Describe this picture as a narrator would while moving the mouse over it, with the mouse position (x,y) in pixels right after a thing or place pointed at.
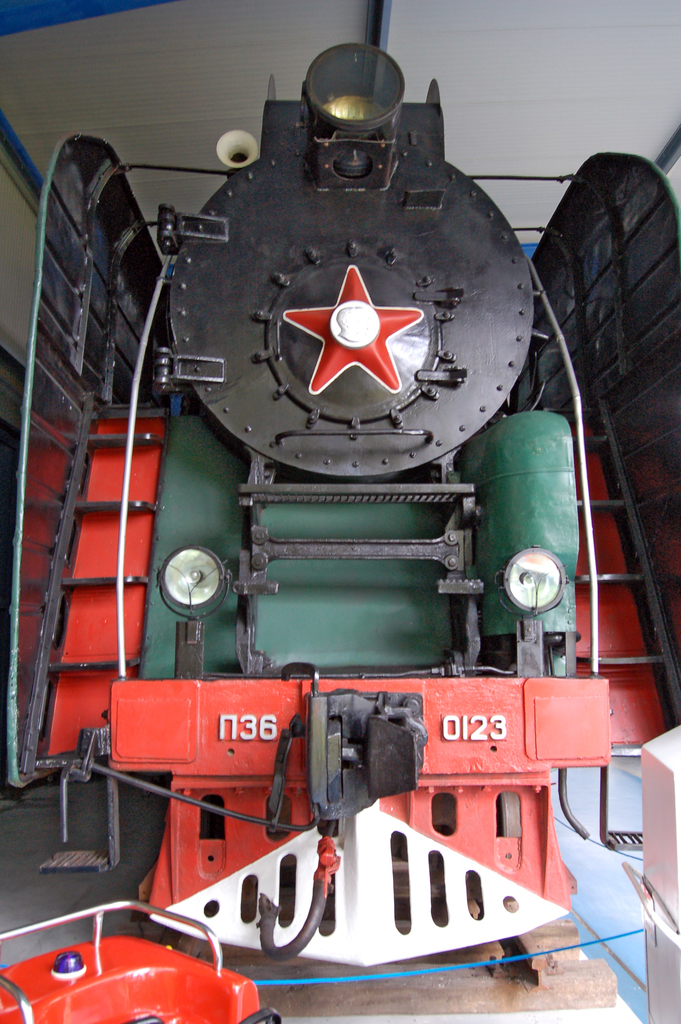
In this image we can see a train engine (378,781) placed on the ground (508,964). In the background (649,112), we can see a shed (439,20).
